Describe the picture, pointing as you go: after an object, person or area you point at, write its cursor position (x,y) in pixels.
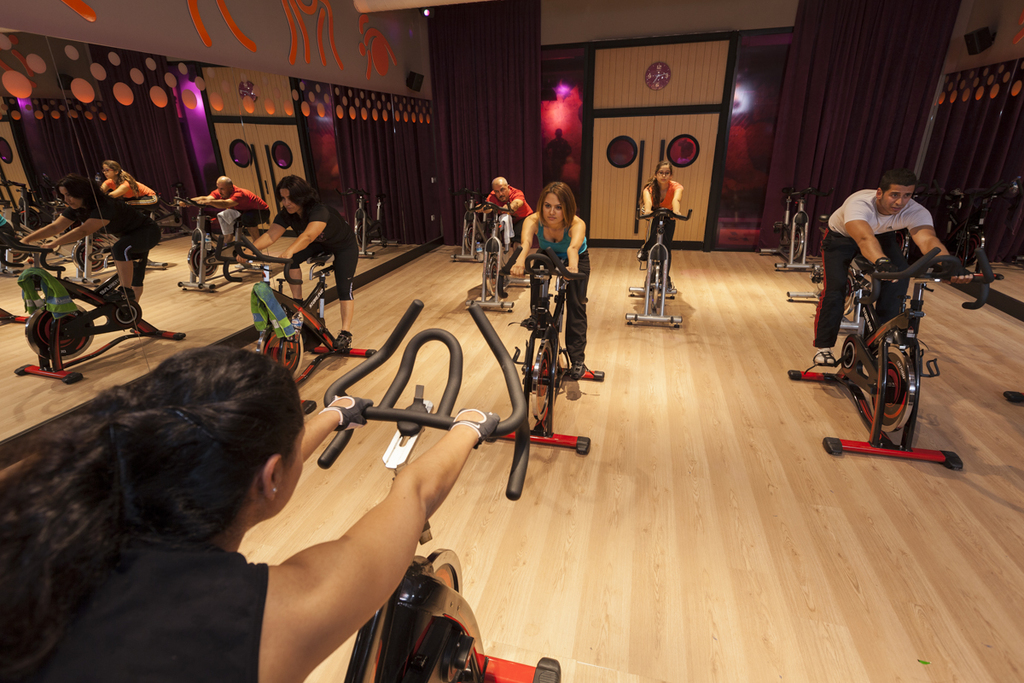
In this picture, we see people (295,420) who are doing indoor cycling. In the background (616,199), we see a wall (603,153). On the left side (184,87), we see a wall (158,43) with mirrors (76,85). In the background (845,132), it has dark purple curtains (438,122). This picture is clicked in the work out area (705,465) or in the indoor cycling studio (611,564).
